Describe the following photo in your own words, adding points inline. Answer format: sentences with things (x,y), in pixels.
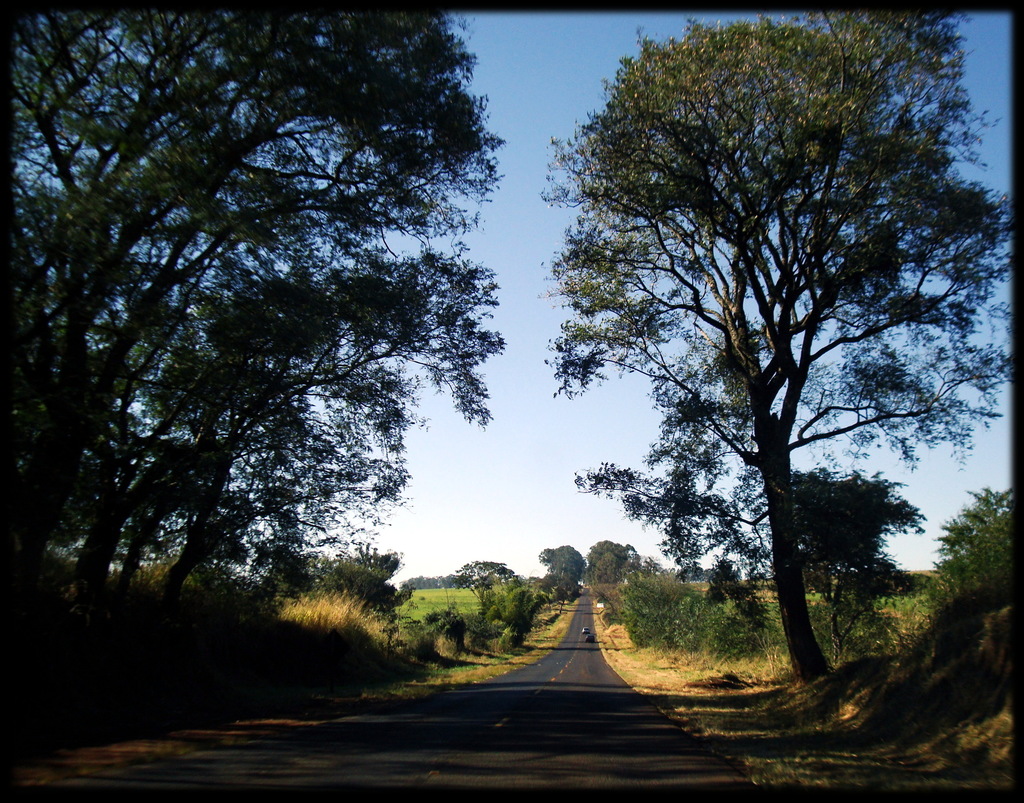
In the foreground of this image (585,699), there is a path (556,724) and on either side, there are trees (735,374) and the greenery (653,603) and on the top (525,96), there is the sky (525,96).
